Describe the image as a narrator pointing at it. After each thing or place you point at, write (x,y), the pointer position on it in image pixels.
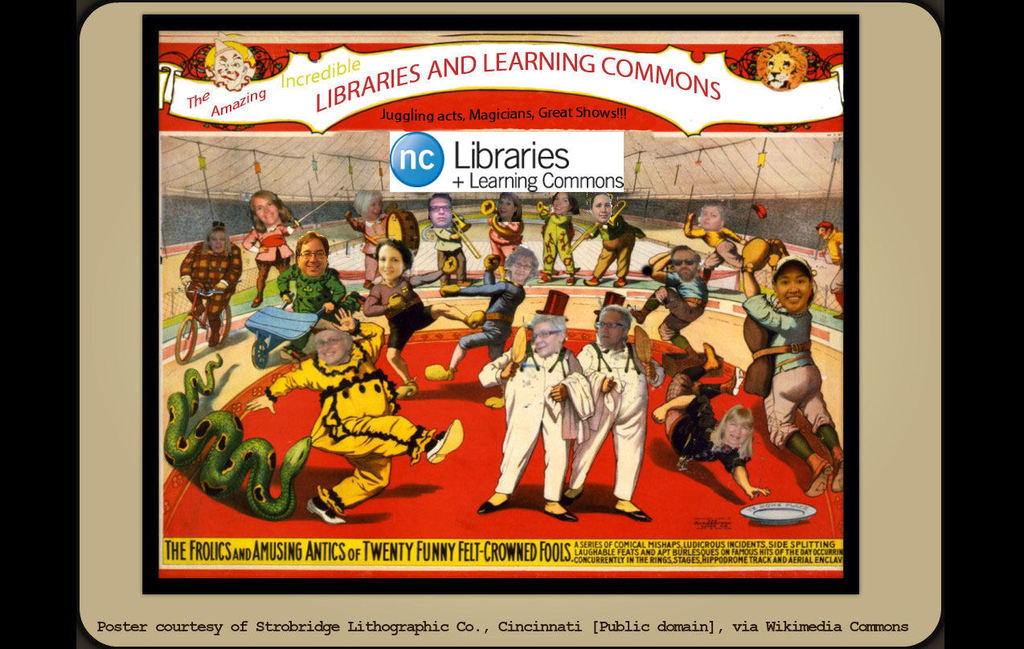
This is an edited image. In this picture, we see people (502,345) wearing different costumes (420,316) are standing. The man (218,295) on the left side (202,278) is riding the bicycle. Beside that, we see a snake (200,422) in green color. In the background (365,149), we see a fence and a white wall (737,179). On the left side (34,51) and on the right side (978,378), it is black in color.
